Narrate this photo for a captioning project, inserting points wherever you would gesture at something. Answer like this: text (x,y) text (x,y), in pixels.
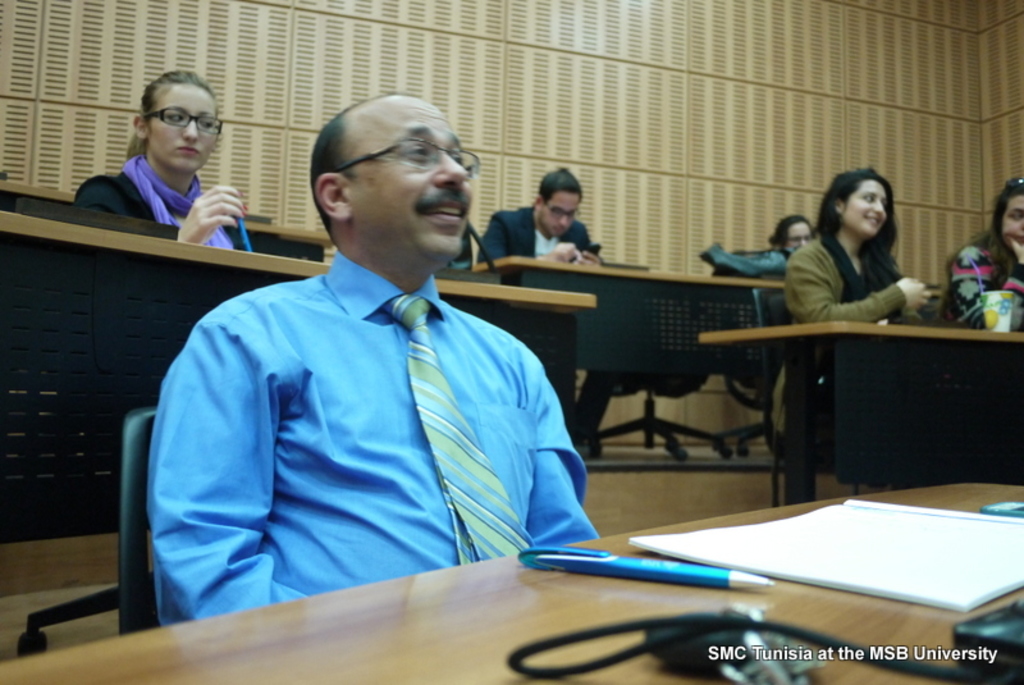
In this picture we can see some people (501,364) sitting on chairs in front of tables (500,262), the table (496,591) in front of this man (467,458) consists of a book (796,570) and pen (722,576), in the background (169,218) we can see a woman (164,154) holding a pen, we can also see a cup (988,314) here.
